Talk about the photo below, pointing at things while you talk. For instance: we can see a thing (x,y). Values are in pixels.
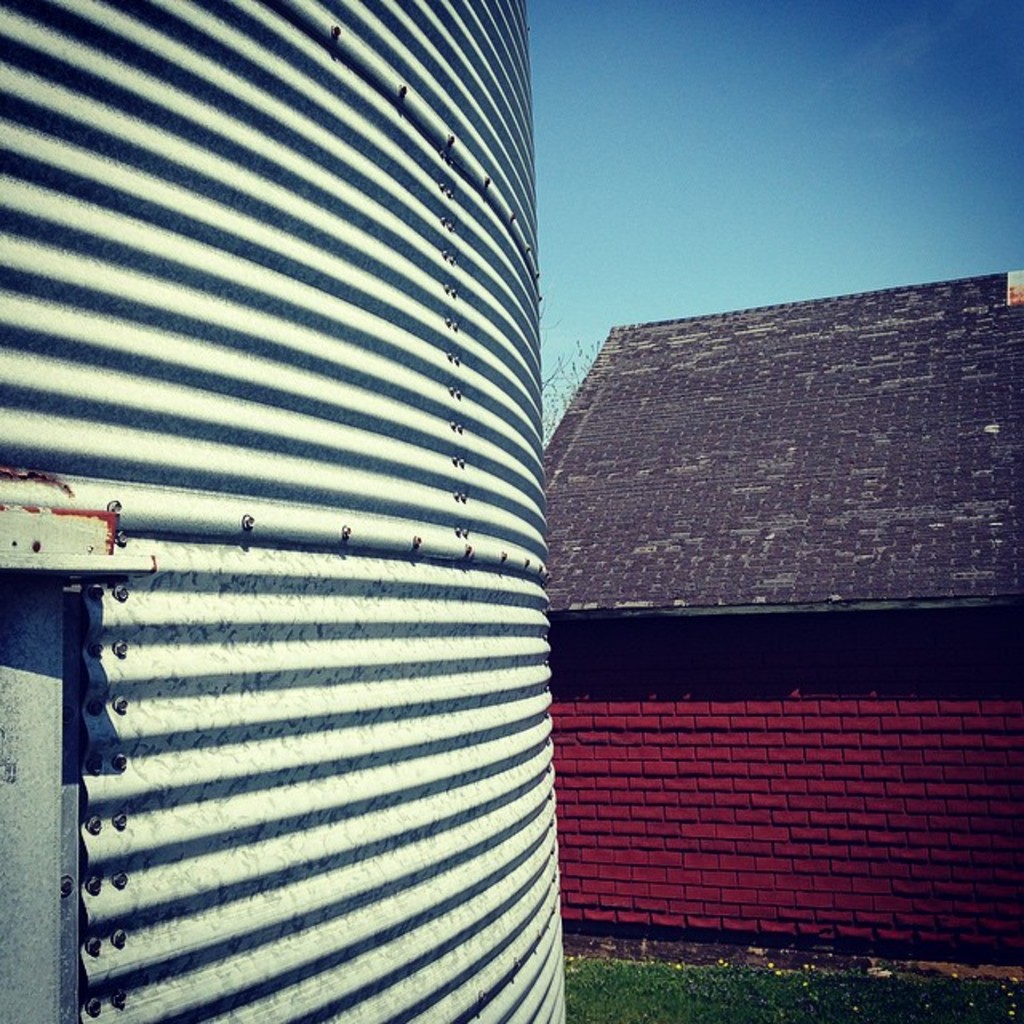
On this left side (287,339) there is a surface (372,511), in the background (595,496) there is a house (652,389) and the sky (767,159).
